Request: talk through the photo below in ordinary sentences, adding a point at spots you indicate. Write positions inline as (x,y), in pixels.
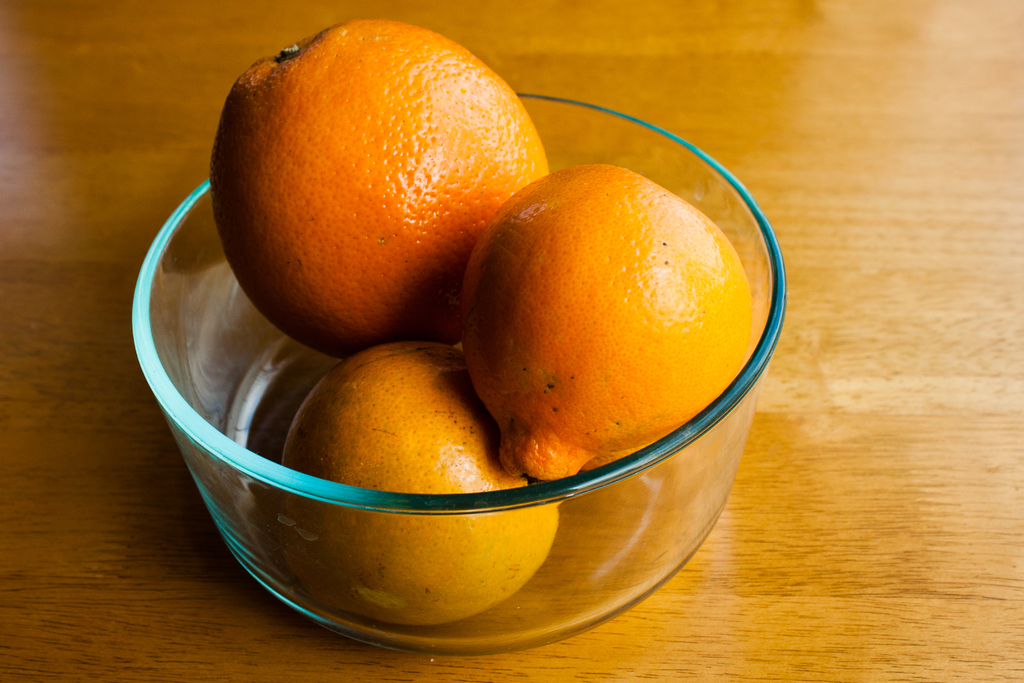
In this image we can see oranges (436,404) in a bowl (463,500). And the bowl (546,518) is on a wooden surface (777,51).
